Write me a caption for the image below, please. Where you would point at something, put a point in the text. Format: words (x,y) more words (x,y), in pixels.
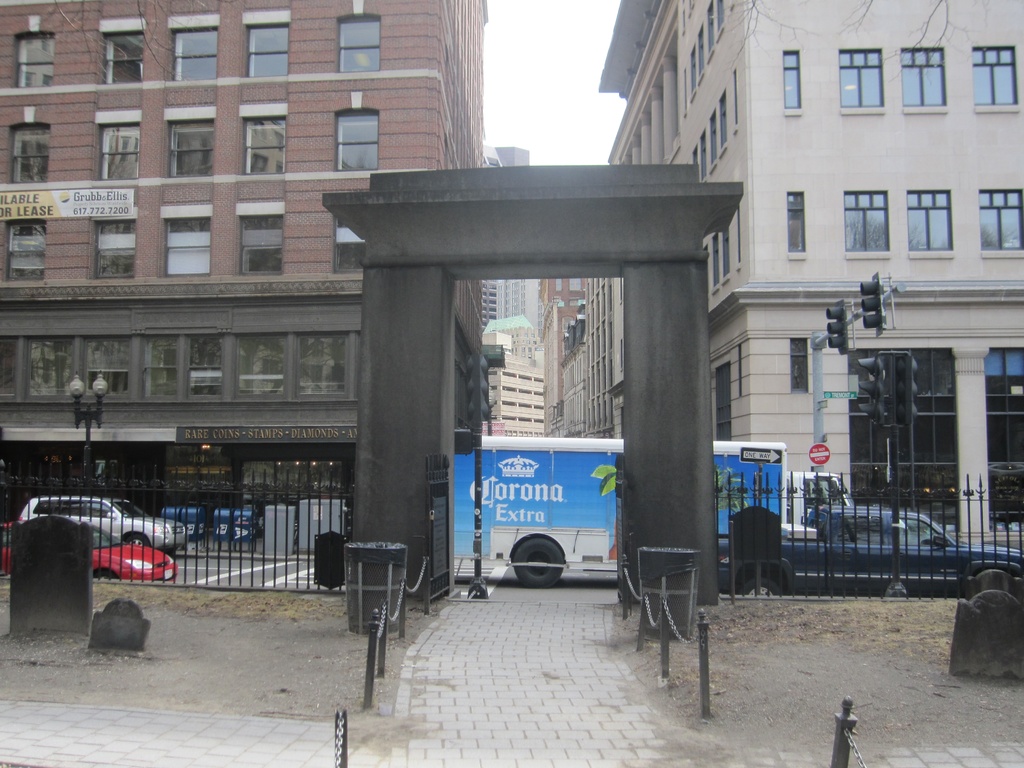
In this picture there is a arch (461,212) in the center (659,494) with a lane (533,705). On both the sides of the lane (485,631) there are poles (367,695) and baskets (690,605). On either side of the image, there is a fence (264,573). Behind the fence (818,541) there are vehicles (598,487) like trucks (589,497) and cars (908,529). Towards the left (126,118) and right there are buildings (359,182) which are in cream and brown in color. In the background (516,59) there are buildings (495,149) and sky (499,99).
